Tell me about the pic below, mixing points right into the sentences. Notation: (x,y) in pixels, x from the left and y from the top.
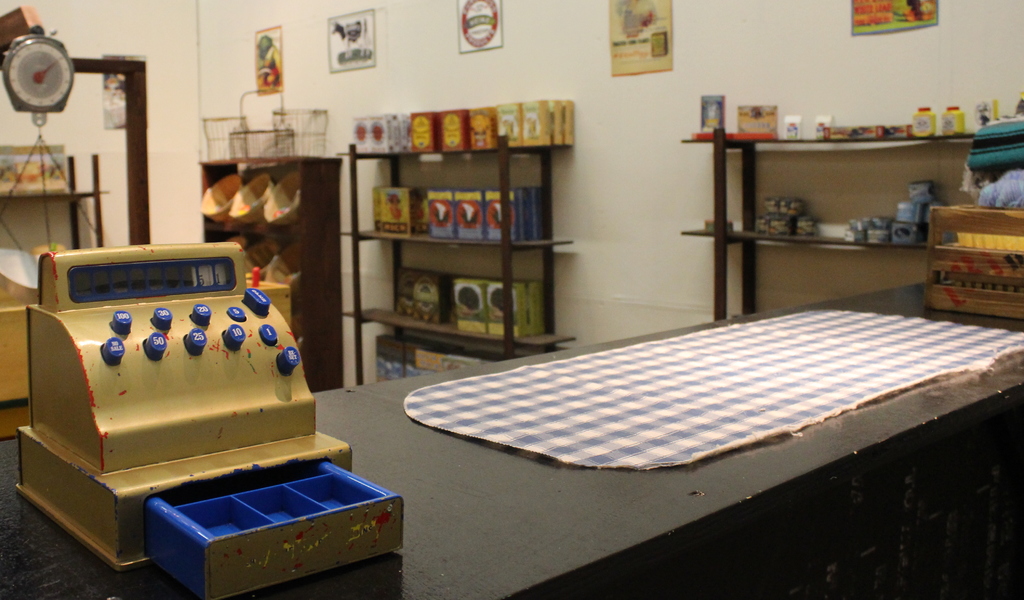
On the left side of the image (198,360) we can see a machine (153,415) on the table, in the background (307,195) we can find boxes (527,113), bottles (994,112) and other things (997,126) in the racks (322,190), on left top of the image (50,80) we can see a weighing machine (68,89), and also we can find few posters (473,18) on the wall (522,34).
